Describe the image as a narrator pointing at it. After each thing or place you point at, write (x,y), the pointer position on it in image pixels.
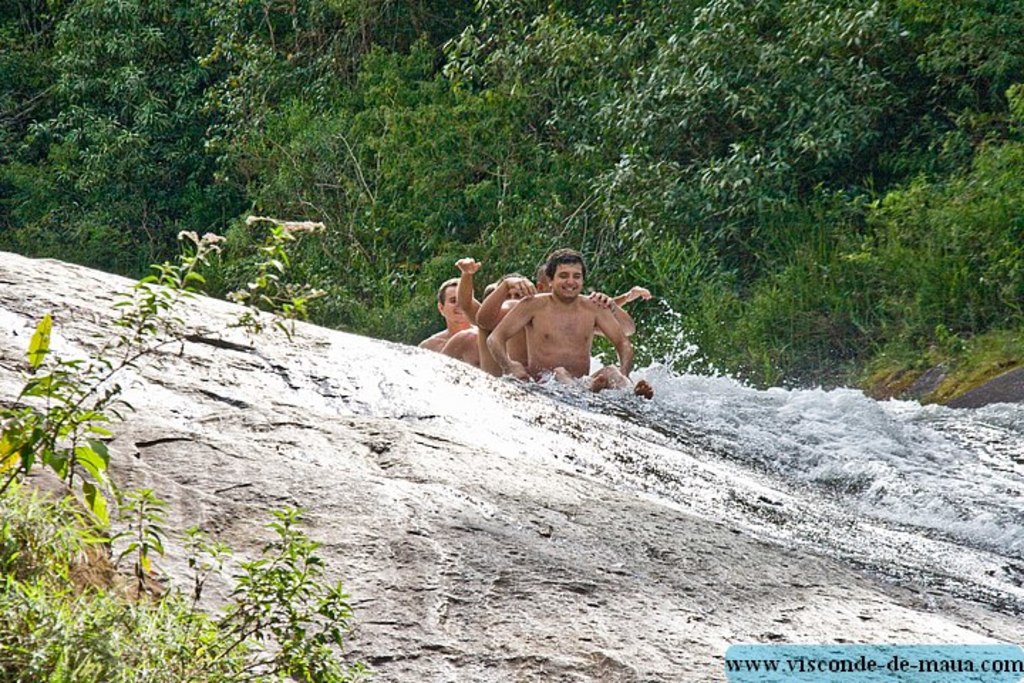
In this picture i see few men (541,337) seated on the rock (639,457) and i see water (651,453) flowing and on the right side (817,177) I see few trees (704,63) and on the left (89,419) I see few plants (47,563) and i see text (843,656) at the bottom right corner of the picture (872,667).
